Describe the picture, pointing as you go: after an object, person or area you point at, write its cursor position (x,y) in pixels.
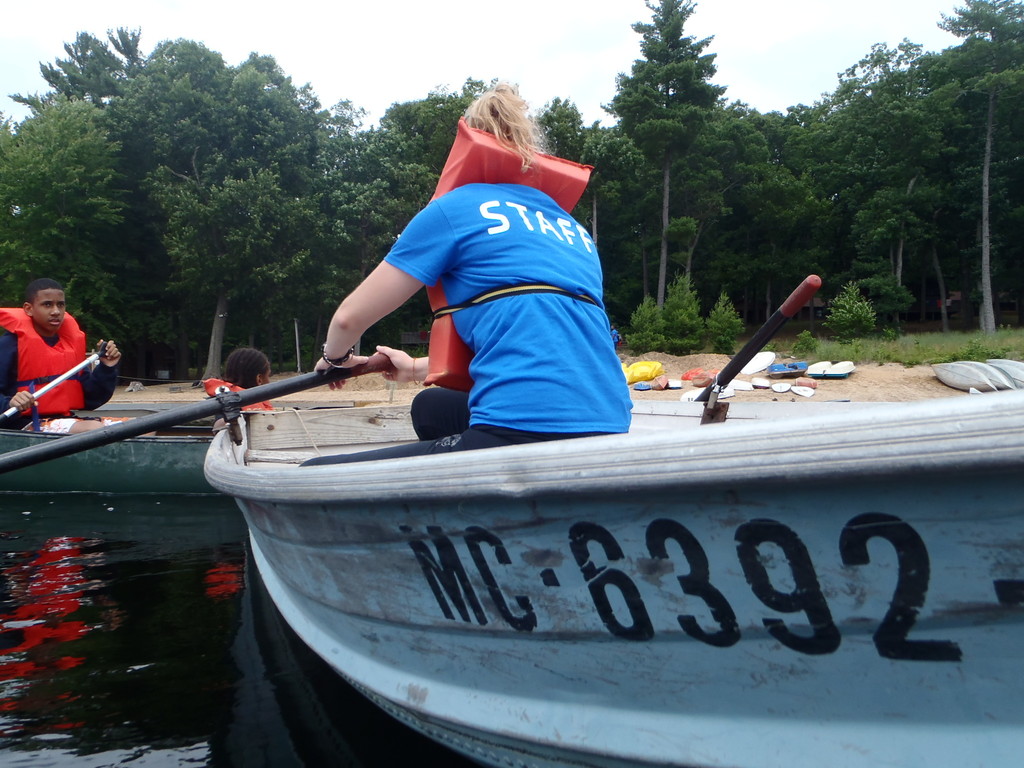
As we can see in the image there is water (144,651), three people (15,314) sitting on boats (560,587) and in the background (327,191) there are trees (781,169). At the top (18,73) there is sky (729,67).
